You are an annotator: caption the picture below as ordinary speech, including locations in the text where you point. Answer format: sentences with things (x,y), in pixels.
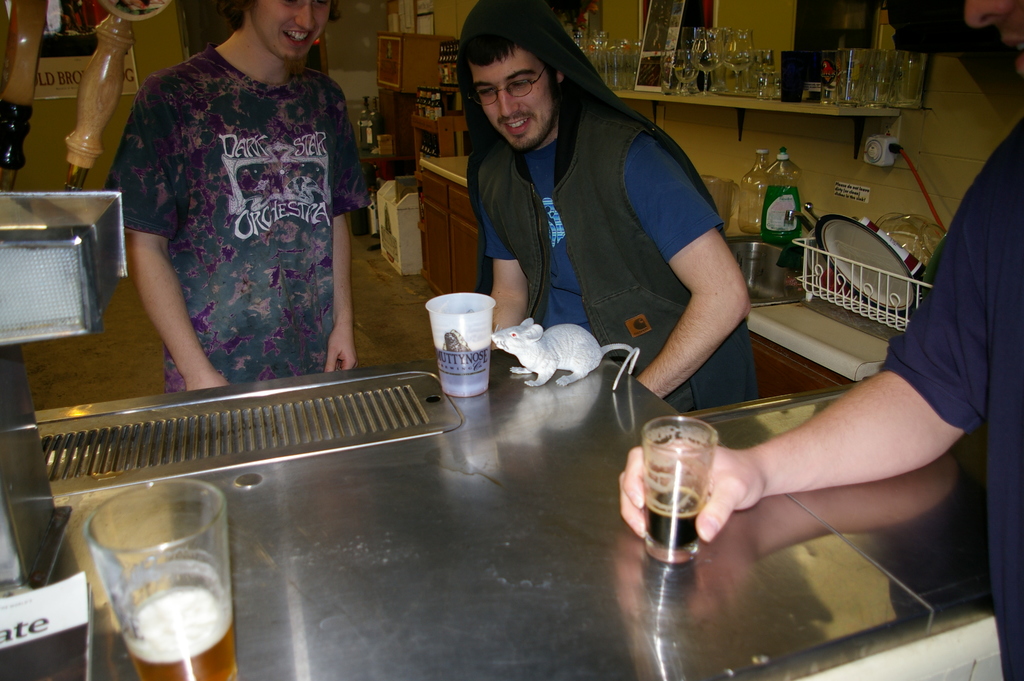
In this image we can see the mouse (531,342), stainless steel surface (502,505), grill (169,418), glasses (182,678) filled with beer (145,668), wooden drawer (442,193), bottles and some other objects (15,275).
